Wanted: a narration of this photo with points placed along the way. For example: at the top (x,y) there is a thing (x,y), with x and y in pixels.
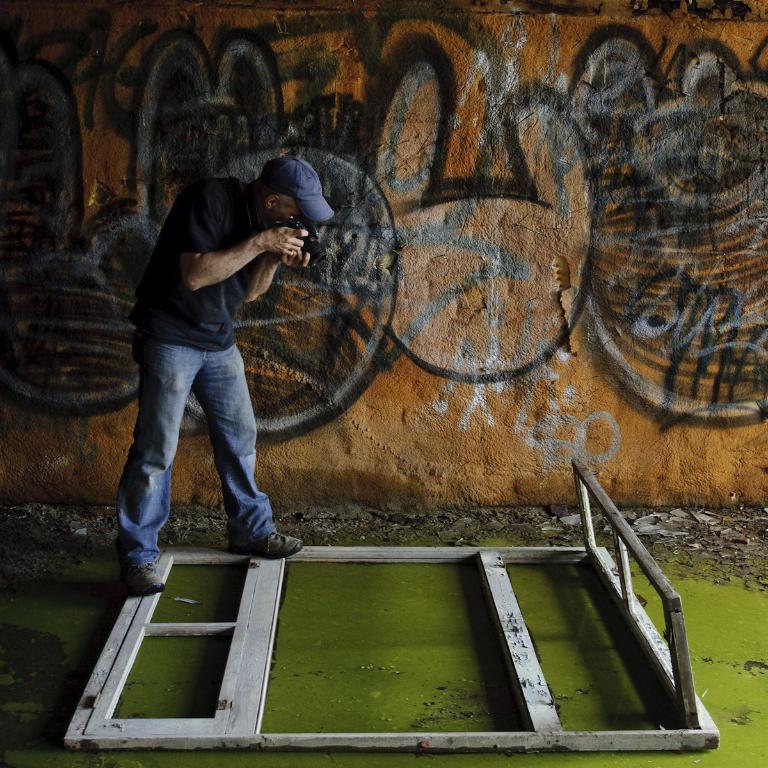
In this image we can see a man (193,353) is standing. He is wearing a black color T-shirt (224,346) with jeans (195,379) and holding camera (296,225) in his hand (295,235). At the bottom of the image (110,664), wooden window (124,669) is there on the floor (484,693). In the background (668,230), we can see graffiti painting (565,175) on the wall (392,150).
